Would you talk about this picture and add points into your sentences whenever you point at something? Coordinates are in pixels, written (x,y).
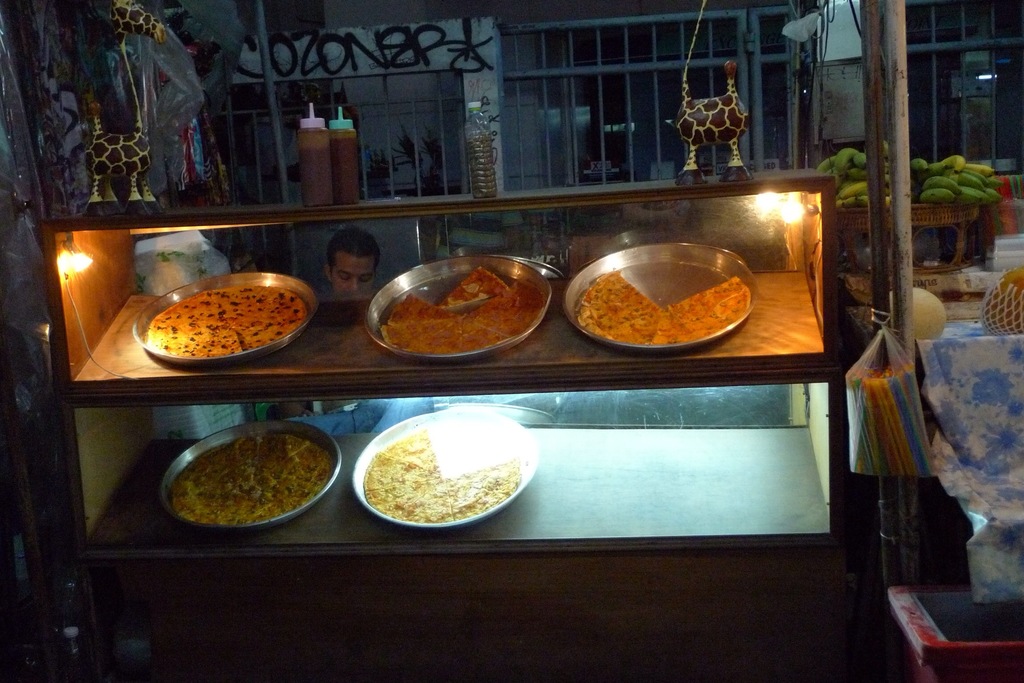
There are few eatables (443,333) placed in a steel plate (430,294) and there is a person (338,261) in the background (359,271).
